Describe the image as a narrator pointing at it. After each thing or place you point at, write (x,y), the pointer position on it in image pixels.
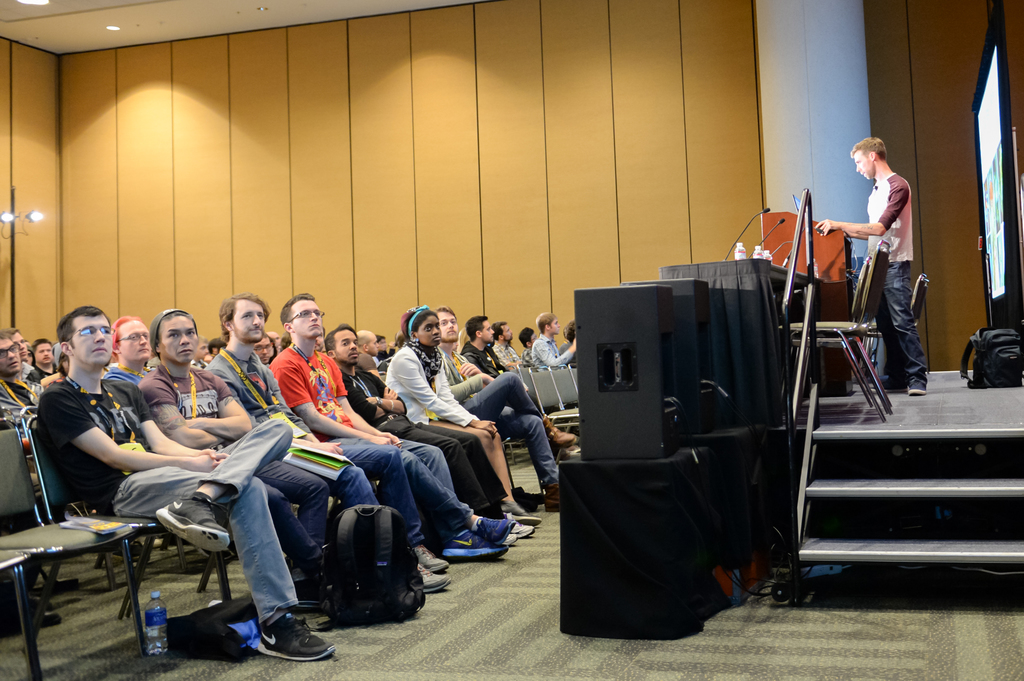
Here we can see group of people (351,439) sitting on the chairs (136,524). There are bags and a bottle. This is floor (544,663). Here we can see a man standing on the stage (914,432). There are speakers (681,422), podium (777,262), mics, bag (1010,371), and a screen (1007,93). In the background (365,237) we can see a pillar (820,6), wall (591,104), and lights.
